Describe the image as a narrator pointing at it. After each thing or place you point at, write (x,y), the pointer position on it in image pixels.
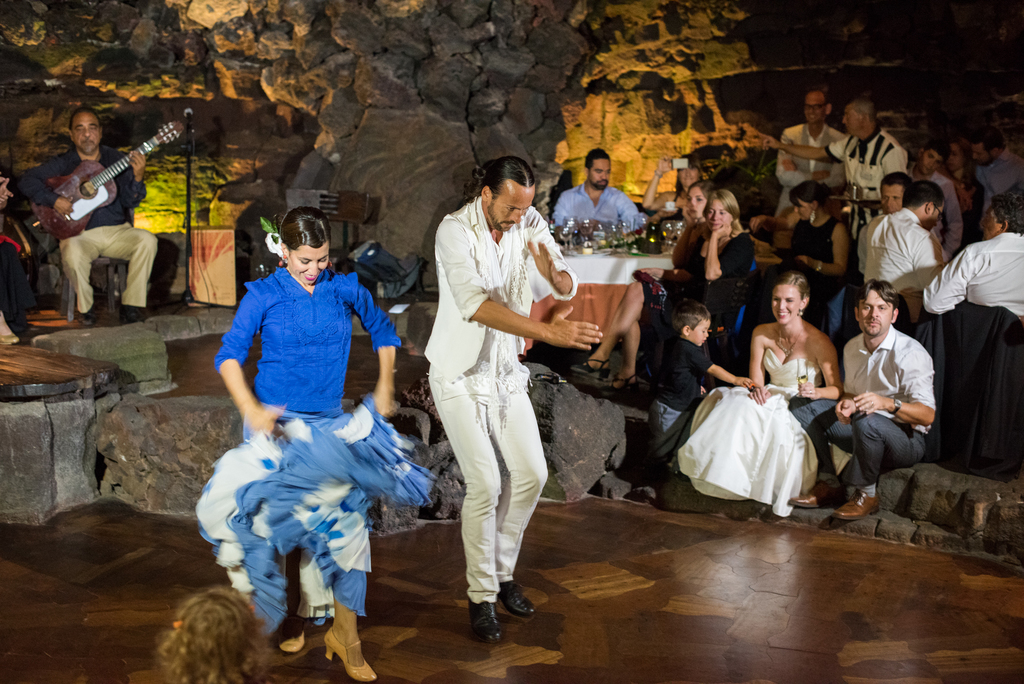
In the center of the image (519,448) we can see a man (522,478) and a woman (284,369) standing on the floor (526,549). On the right side (770,435) we can see a group of people (841,484). In that a woman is holding a mobile phone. We can also see a person (571,218) sitting beside a table (599,322) containing some glasses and bottles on it. On the left side (187,433) we can see the head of a person (164,673), some stones (164,428), a bag (395,286), a mic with a stand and a person (146,299) sitting holding a guitar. On the backside (370,109) we can see a wall (431,151) made with stones (445,170).
